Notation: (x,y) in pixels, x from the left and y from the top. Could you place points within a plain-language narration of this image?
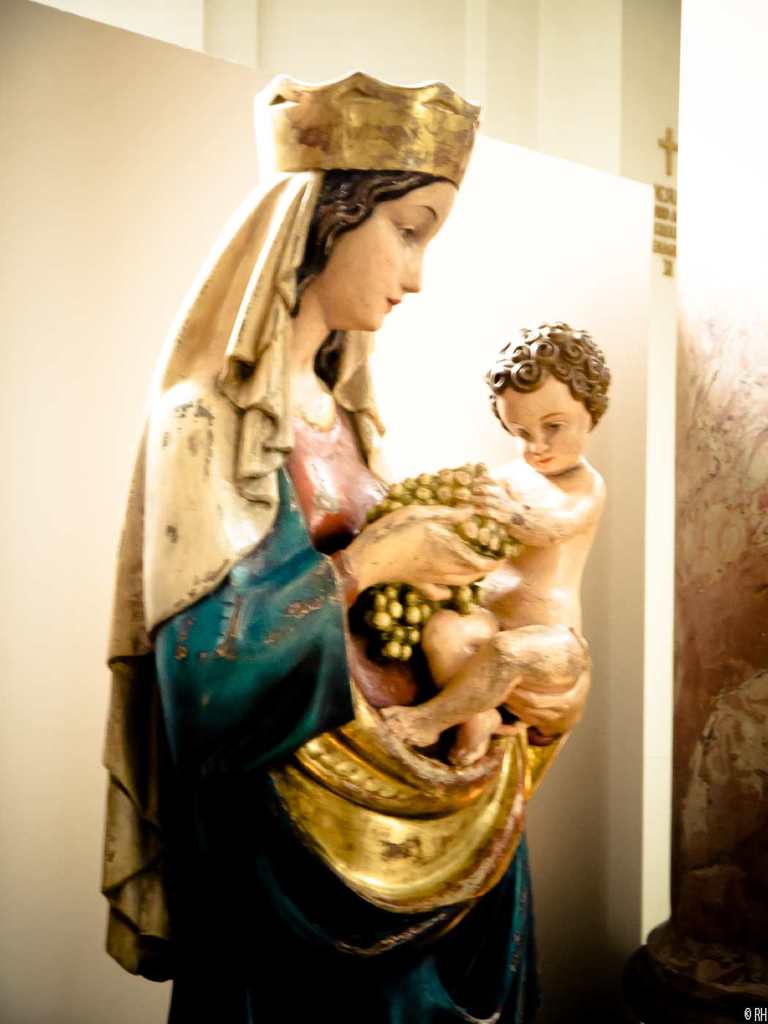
Here we can see a statue (303,611) of a woman (317,622) holding a kid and an object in her hands (412,541). In the background (717,768) we can see wall (117,63) and some other objects (717,768).
